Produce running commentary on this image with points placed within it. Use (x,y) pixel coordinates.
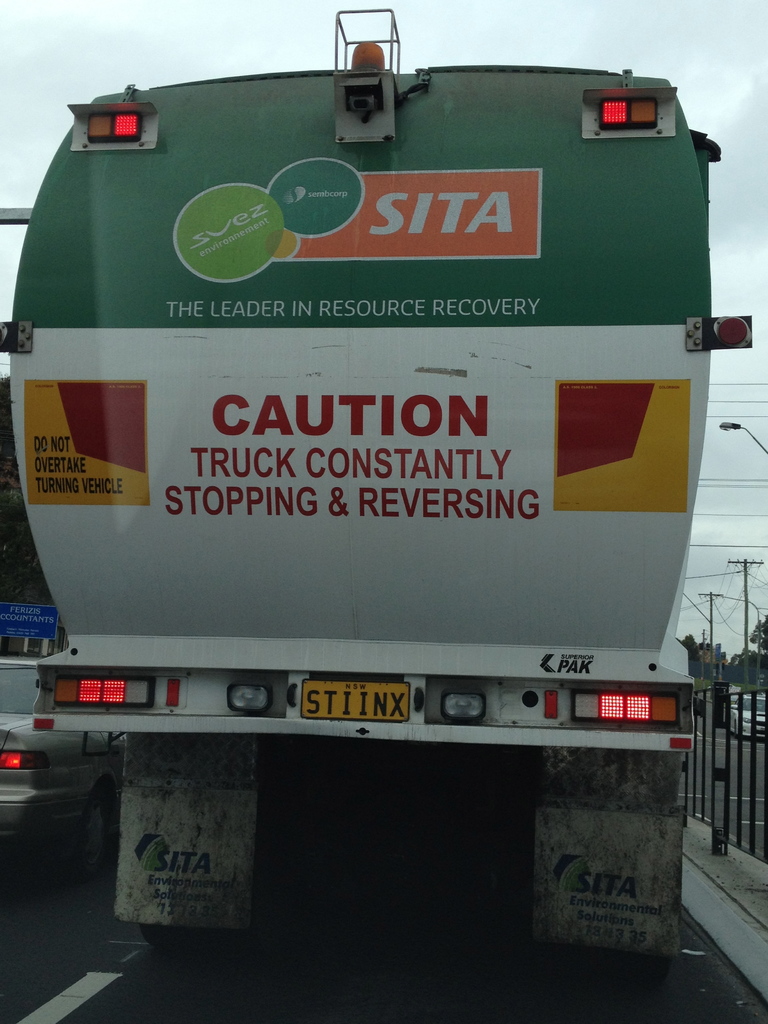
In this image in the center (304,675) there is a vehicle (380,338), on the vehicle (429,344) there is text (414,491) and there are some lights (579,702) and also there are some vehicles (21,687), railing (724,709), wires (737,604) and street lights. At the bottom (383,934) there is road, and at the top (510,32) there is sky (231,47).
